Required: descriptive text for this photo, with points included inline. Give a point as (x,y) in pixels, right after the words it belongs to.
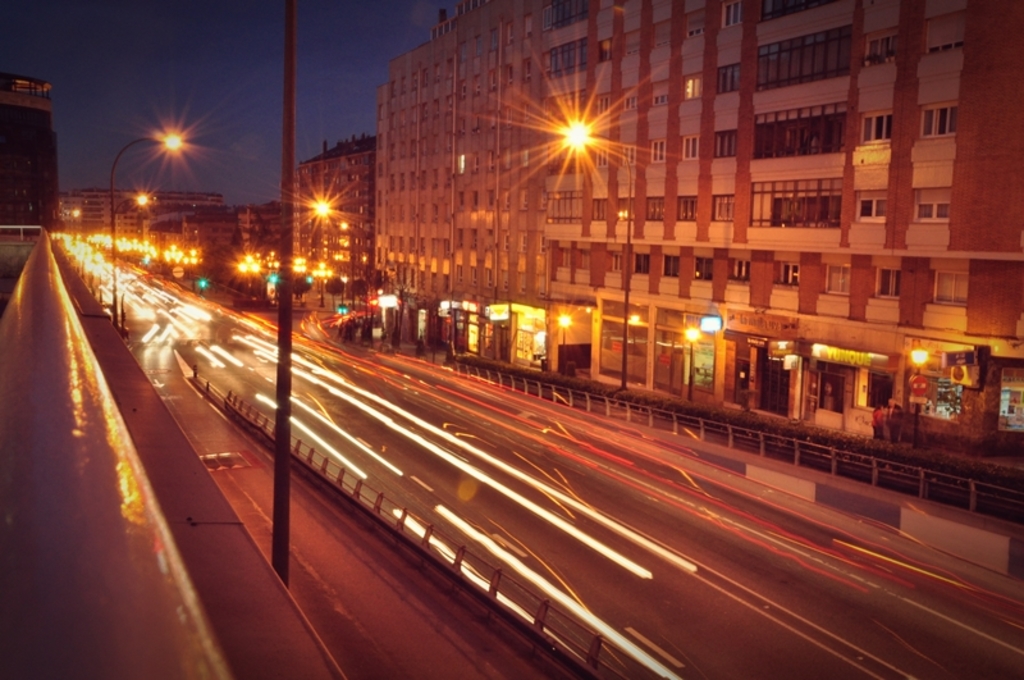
In this image we can see roads (365,431). There are lights (123,241). On the sides of the road (222,313) there are light poles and railings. On the right side (689,265) there are buildings (617,165) with windows (578,195). Also there are lights (341,229). In the background (173,74) there is sky (178,75).
